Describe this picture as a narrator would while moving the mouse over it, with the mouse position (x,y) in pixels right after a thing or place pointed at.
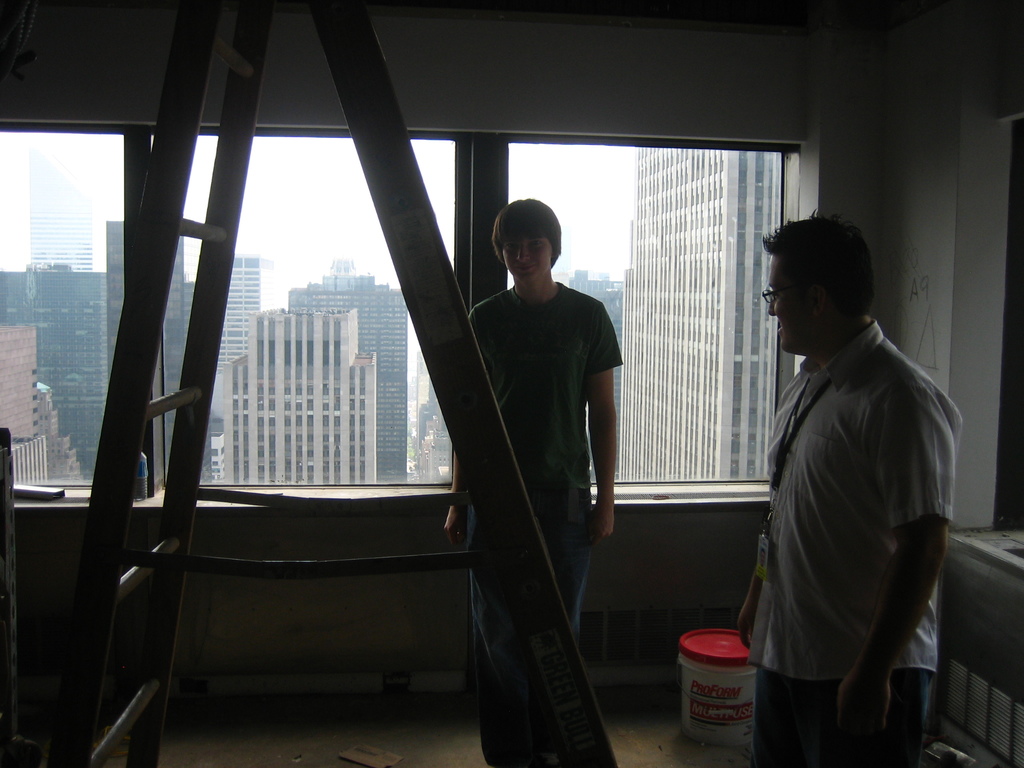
There are two persons (761,531) standing as we can see on the right side of this image (812,464). There is a ladder (460,413) at the bottom of this image (80,595). There is a glass window (342,430) in the middle of this image (364,345). We can see there are some buildings (364,352) through this glass (390,312).
